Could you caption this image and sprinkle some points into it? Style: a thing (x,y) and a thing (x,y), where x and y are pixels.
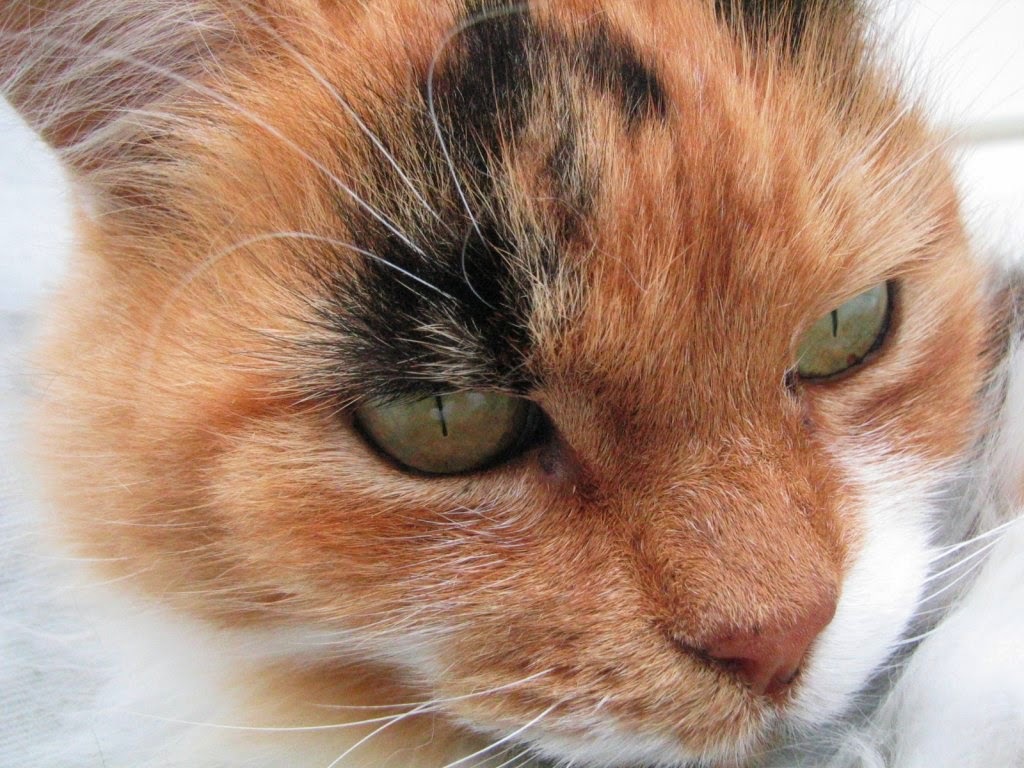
In the picture we can see face (271,449) of a cat (430,546) which is in brown and white color.
